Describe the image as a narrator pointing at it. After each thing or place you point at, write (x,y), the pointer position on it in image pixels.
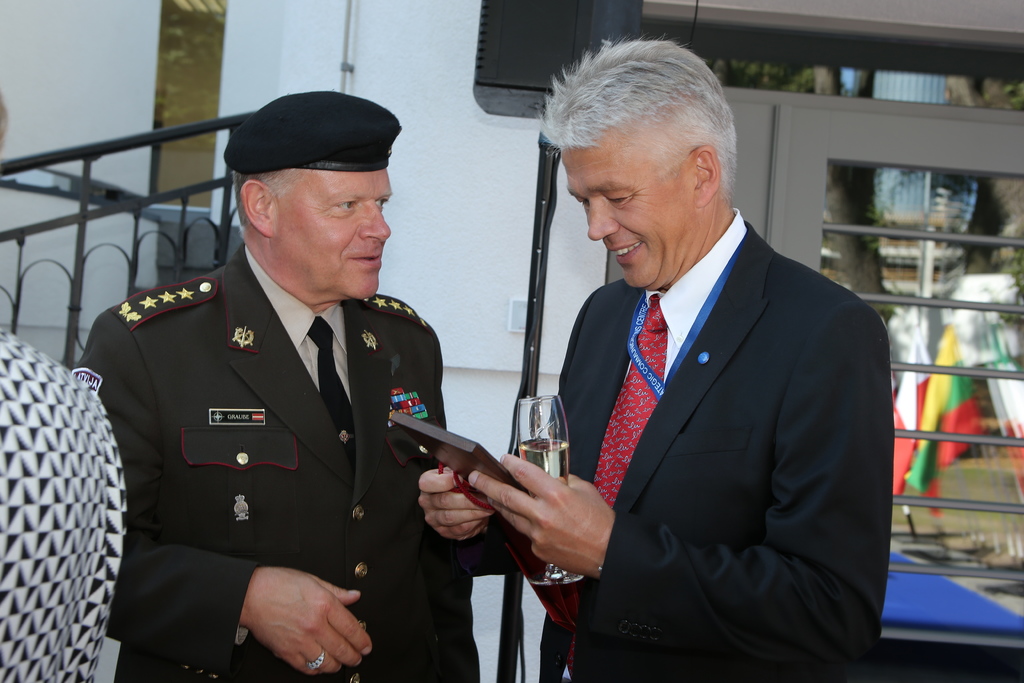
In this picture there is a soldier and a man (656,56) in the center of the image (366,342) and there are flags (962,397) and a window (877,242) on the right side of the image (894,301), there are stairs (15,165) on the left side of the image (131,199) and there is a speaker (482,71) at the top side of the image (523,111).
